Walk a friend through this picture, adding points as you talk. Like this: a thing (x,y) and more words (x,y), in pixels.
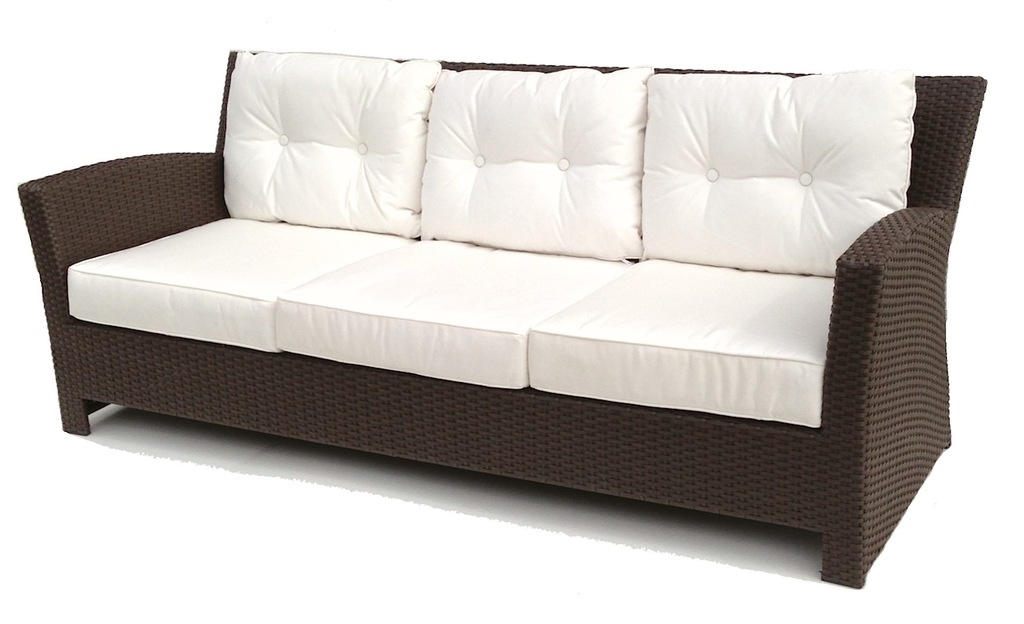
In this image we can see a couch (552,335). There is a white background (322,529) in the image.
